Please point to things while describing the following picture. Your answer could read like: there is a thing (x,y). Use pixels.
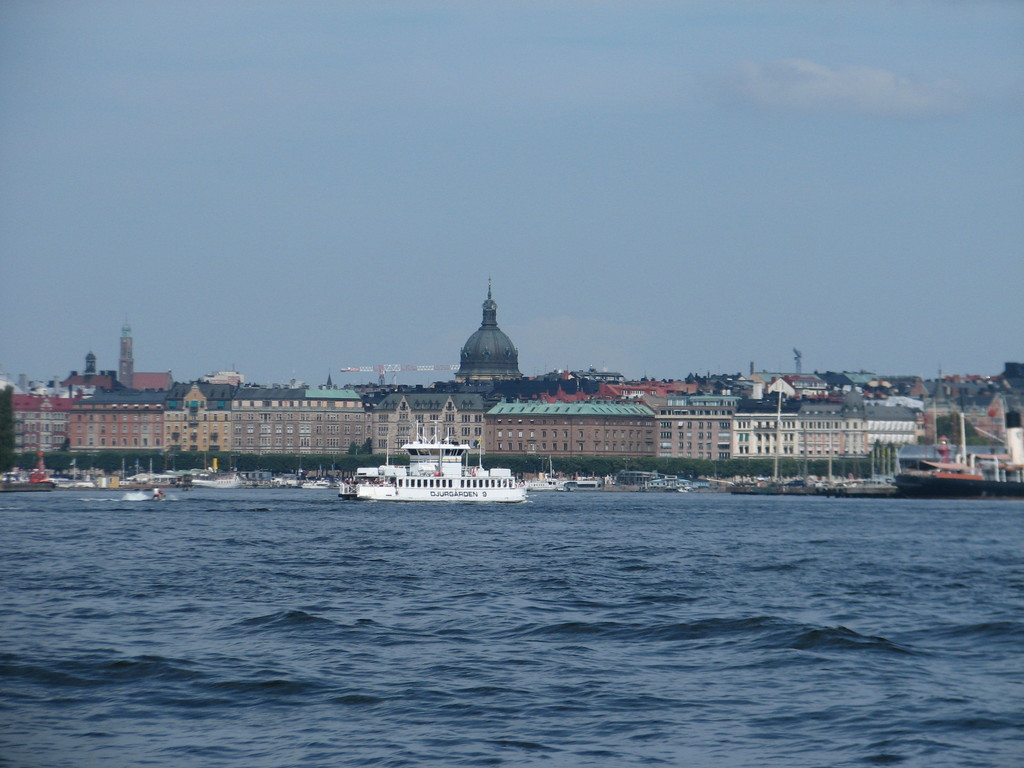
In this image I can see water (535,614). There are boats (871,480), trees (612,468), buildings (706,411) and in the background (666,201) there is sky (713,201).
